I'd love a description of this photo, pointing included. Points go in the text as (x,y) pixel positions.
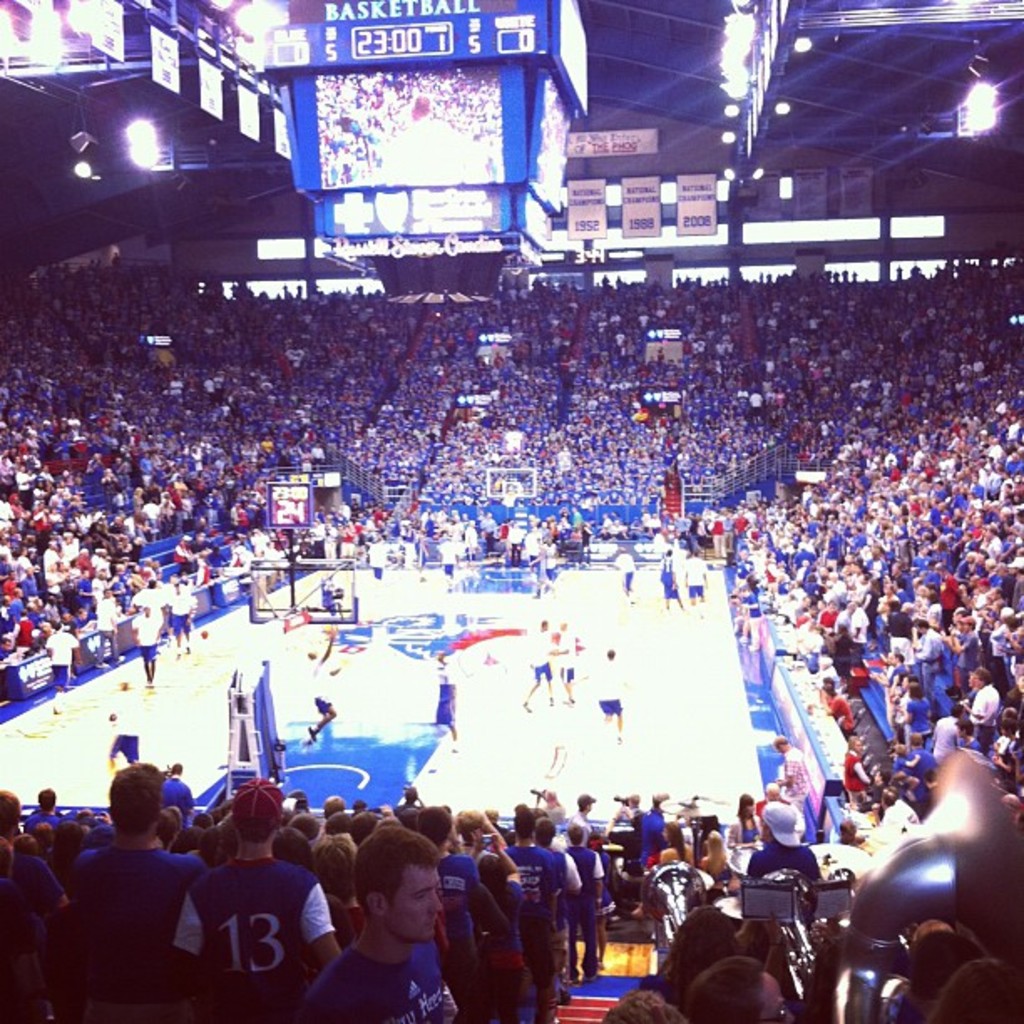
In the center of the image (383,536) there are people (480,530) playing a game. There are people (427,392) standing in the stadium (656,867). In the background of the image (657,219) there are lights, boards (689,206), display boards (521,81). There is a screen (413,113).
